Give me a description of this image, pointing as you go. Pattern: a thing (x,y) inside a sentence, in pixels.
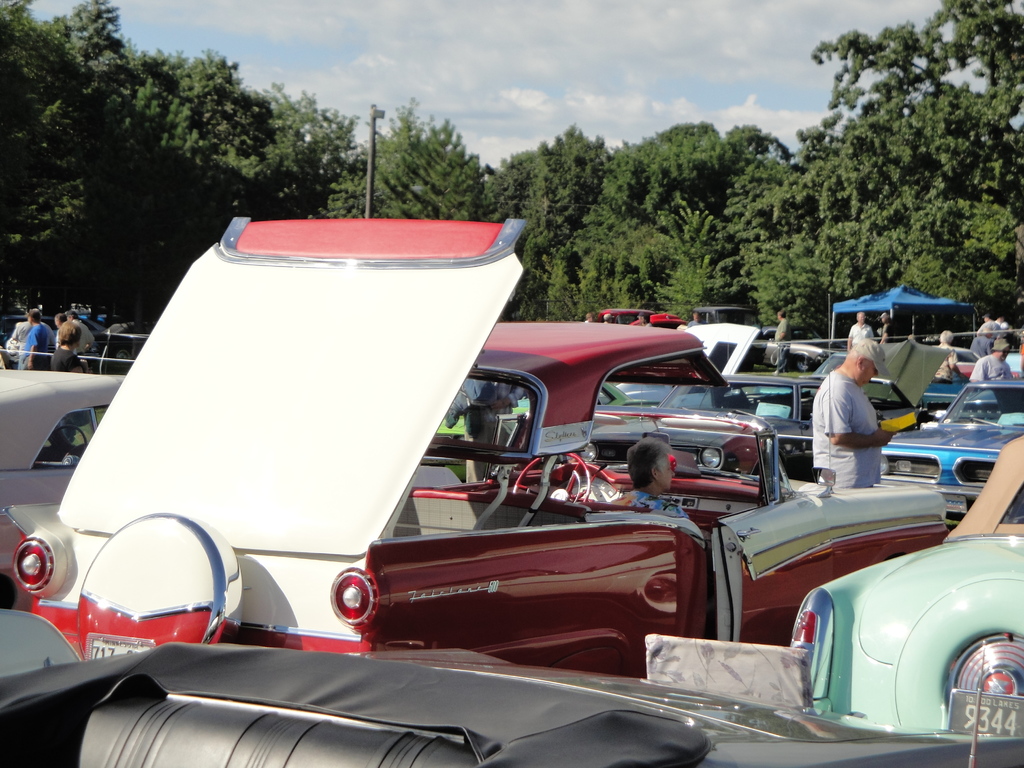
In this image we can see motor vehicles (650,394), persons (840,387) standing on the floor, tents (867,306), trees (458,213), pole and sky (427,95) with clouds (427,95).
